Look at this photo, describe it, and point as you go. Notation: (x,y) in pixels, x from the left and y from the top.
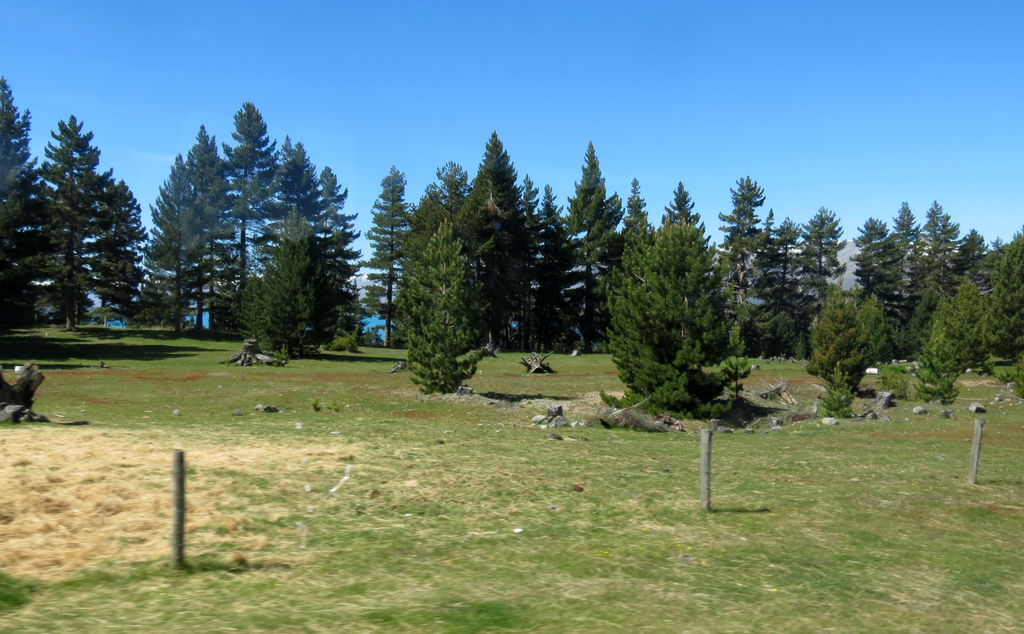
At the center of the image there are poles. At the bottom of the image (365,455) there is grass (309,430) on the surface (411,534). In the background of the image (213,310) there are trees (496,201) and sky (652,72).
